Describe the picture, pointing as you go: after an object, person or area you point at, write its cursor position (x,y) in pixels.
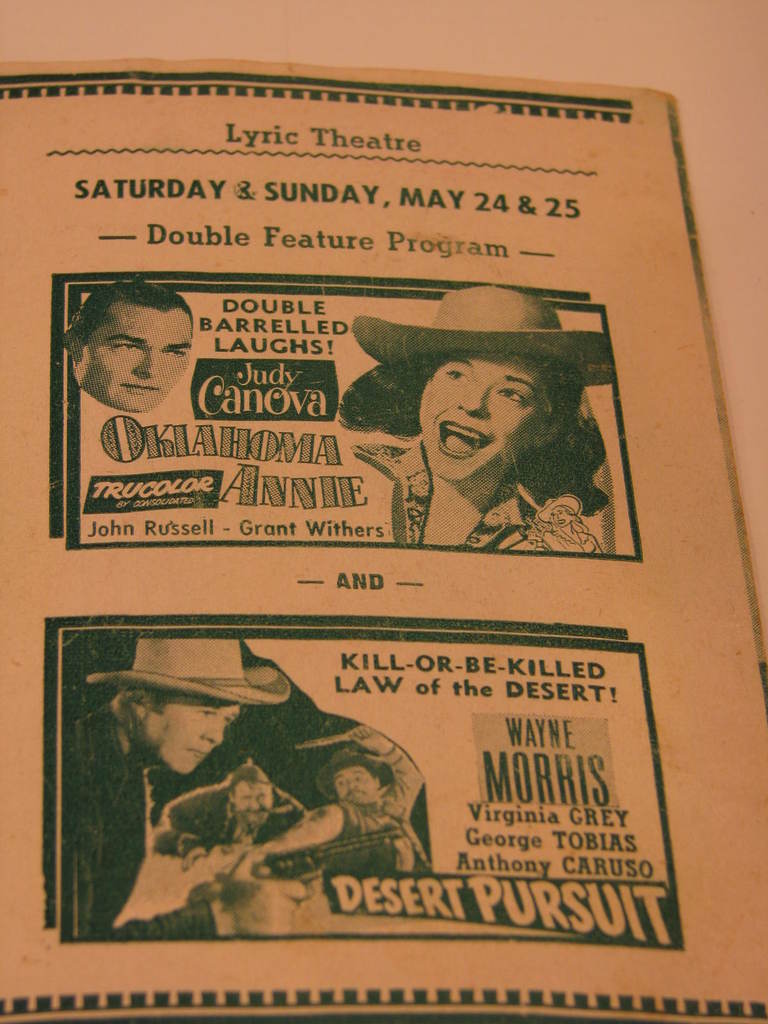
In this image we can see a poster (460,659). On this poster (376,671) we can see pictures (194,744) of persons (498,371) and something is written on it.
